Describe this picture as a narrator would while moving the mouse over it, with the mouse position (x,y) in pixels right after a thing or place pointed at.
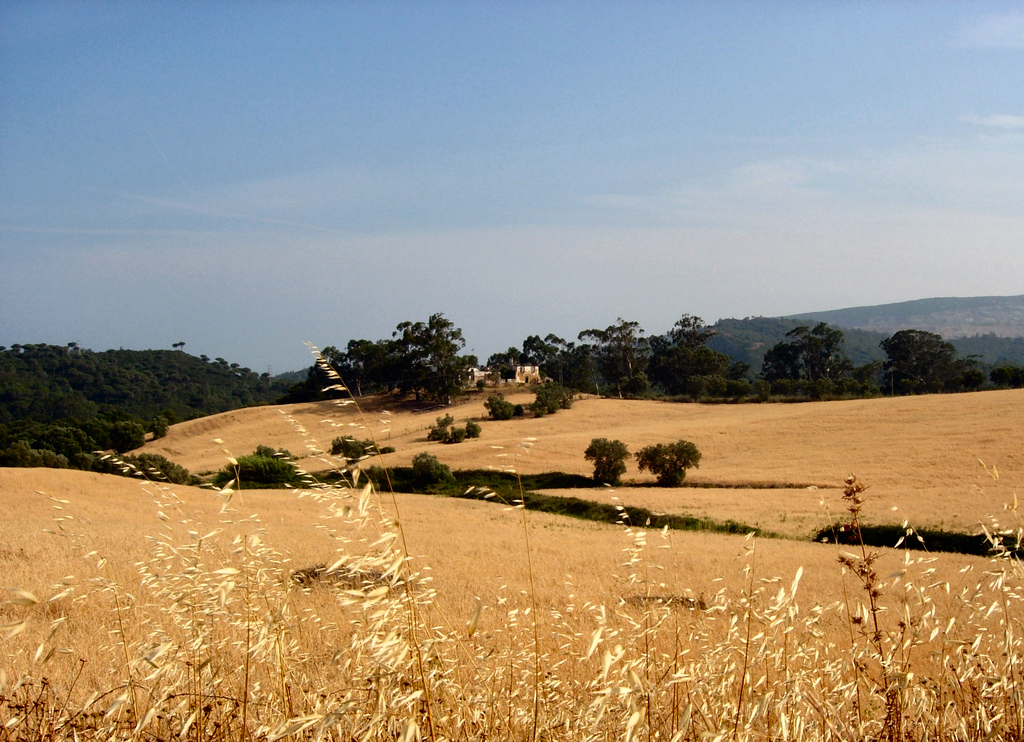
In this picture we can see some plants (665,617), trees (646,456) and grass (236,440).
